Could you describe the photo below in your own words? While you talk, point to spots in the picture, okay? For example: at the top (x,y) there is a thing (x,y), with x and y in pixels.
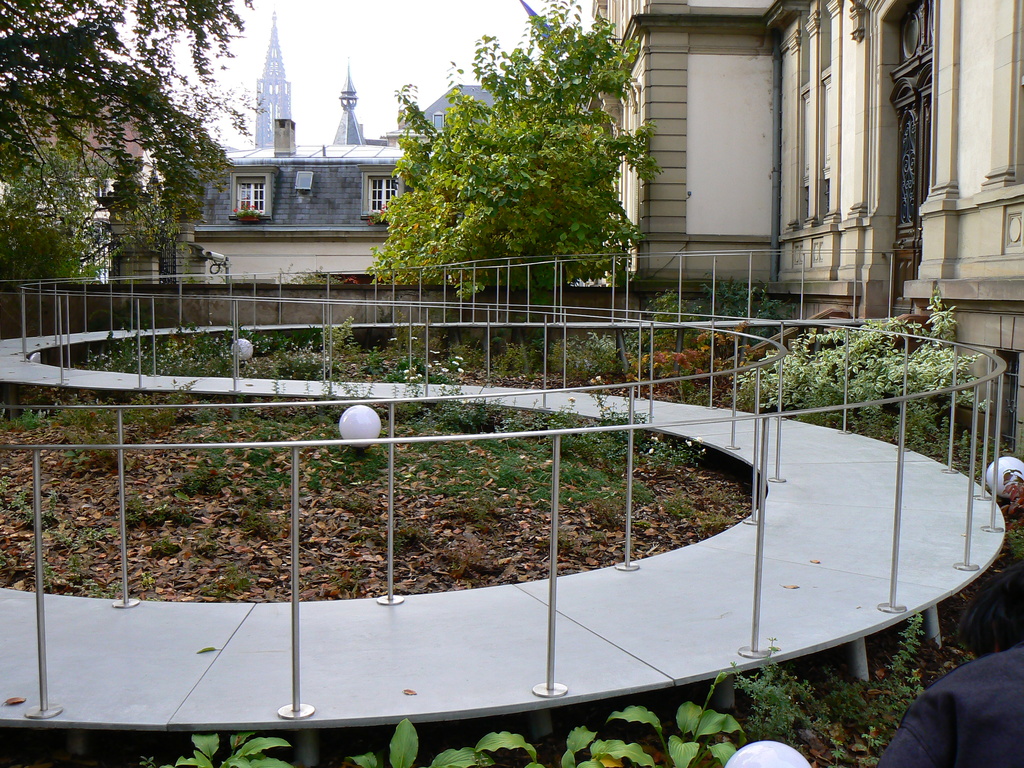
The picture is taken outside a house (303,212). In the foreground of the picture (512,486) there are plants (840,350), dry leaves (382,560), lights (365,420) and railing (614,309). On the right (888,161) there is a building (713,199). In the center of the picture (469,273) there are trees (482,232) and wall (304,290). In the background (290,158) there is a cathedral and a house (291,218). It is sunny.
